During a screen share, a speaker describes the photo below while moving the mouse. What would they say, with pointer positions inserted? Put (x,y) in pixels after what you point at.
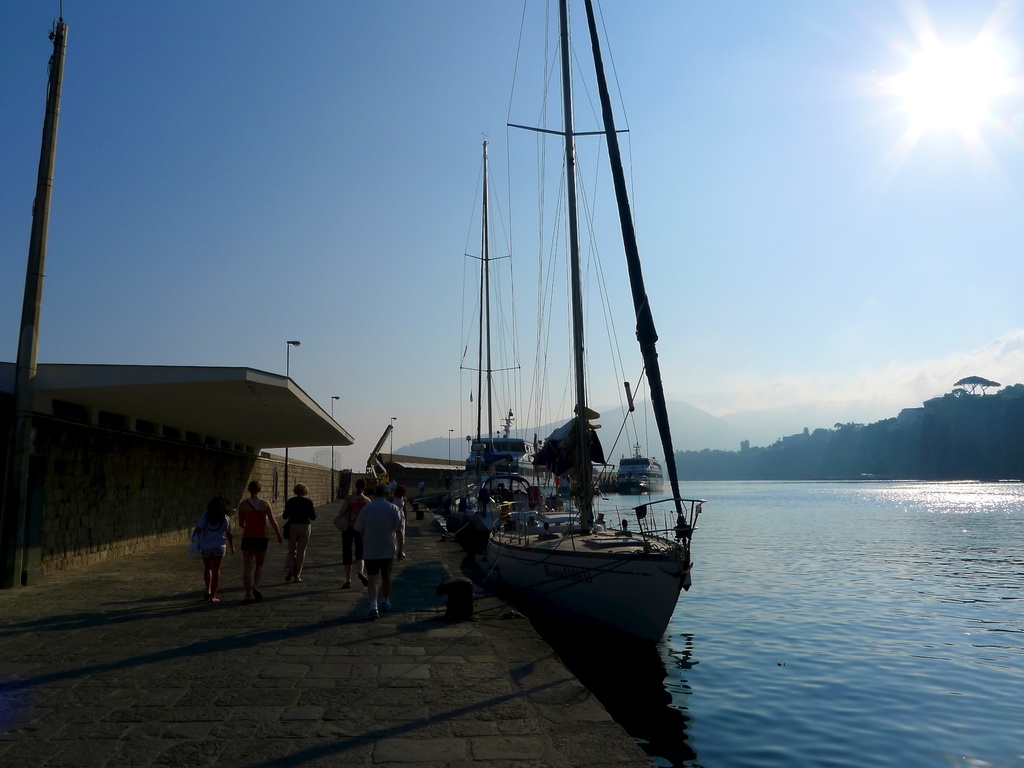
In this image there are people (360,569) walking on a pavement (312,597), beside the pavement (489,609) there are ships (562,581) on a river (770,558), in the background (874,462) there are trees (896,472) mountain (695,427) and the sky (340,133).
